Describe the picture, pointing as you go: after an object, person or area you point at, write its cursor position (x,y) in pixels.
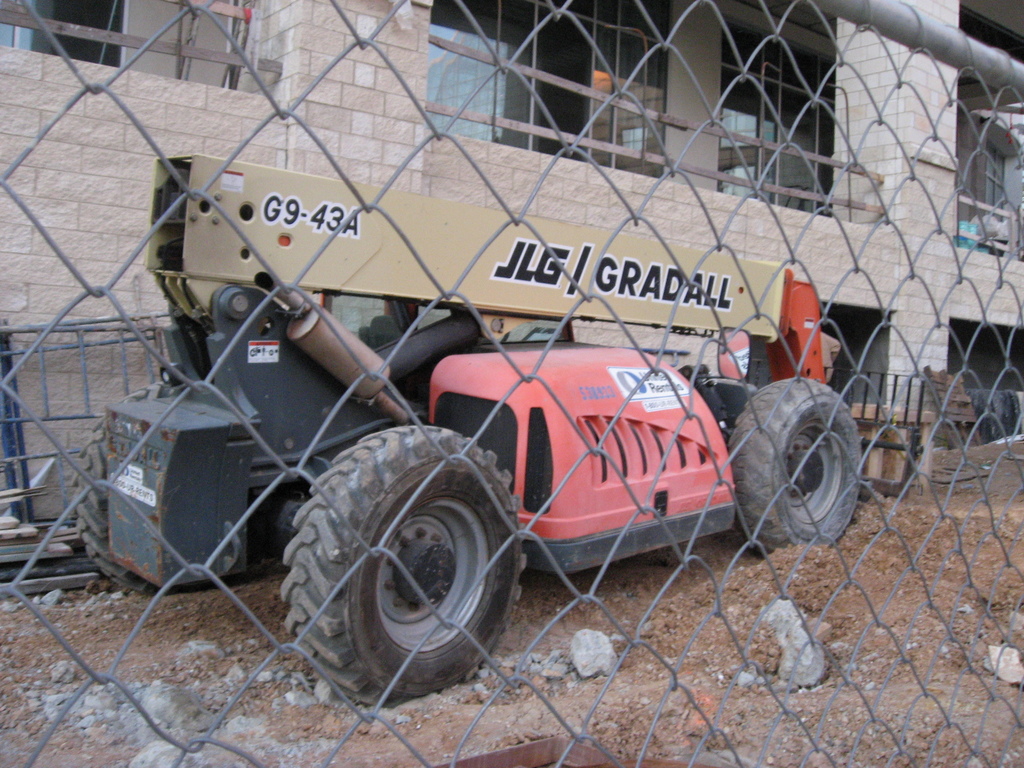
In this image we can see fence (240,527), vehicle (568,369) parked here, stones (804,657), stone wall (255,141) and glass doors (461,94) in the background (463,69).
